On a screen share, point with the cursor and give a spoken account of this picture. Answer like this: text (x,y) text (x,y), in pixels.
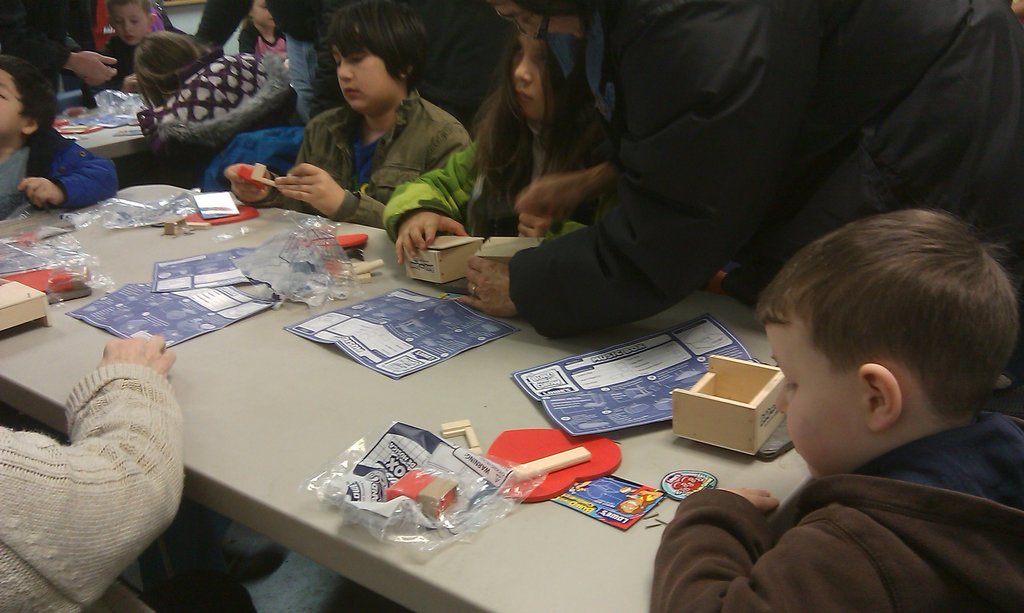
In this picture people (752,507) are sitting on the chair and in front of them there is a table (510,557) and on top of the table (347,369) there are papers (379,333) and some other objects (229,222).
